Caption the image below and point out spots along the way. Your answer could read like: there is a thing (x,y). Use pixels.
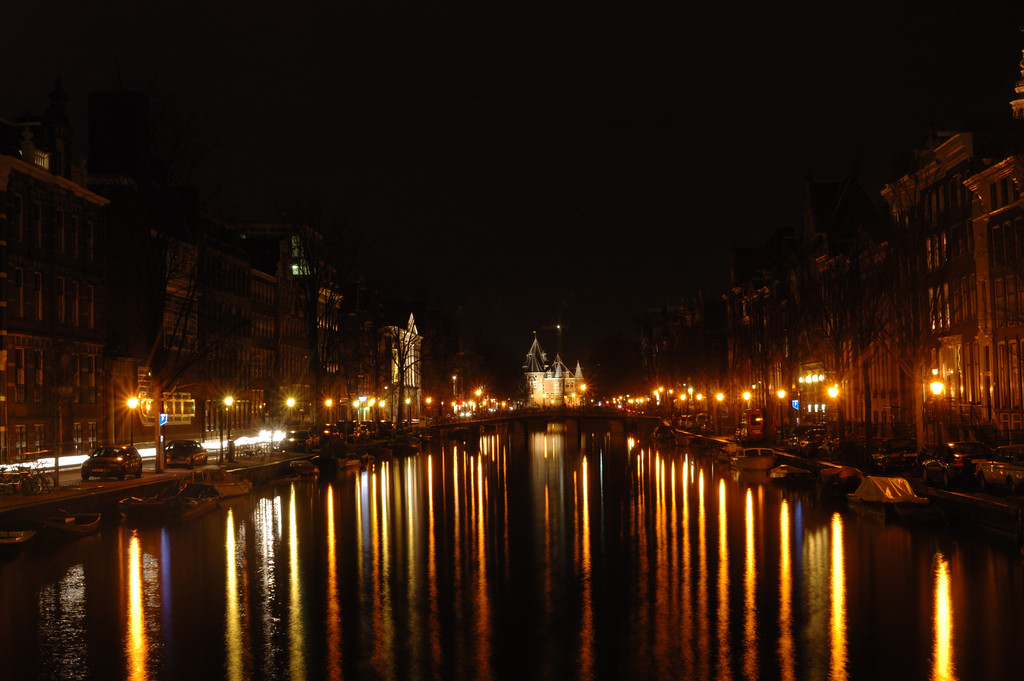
In the foreground of this image (622,570), there is water (583,518) and on either side there are lights (471,407), trees (312,342) and buildings (302,376). In the background (508,363), there is a building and the dark sky (495,135) on the top (453,141).
